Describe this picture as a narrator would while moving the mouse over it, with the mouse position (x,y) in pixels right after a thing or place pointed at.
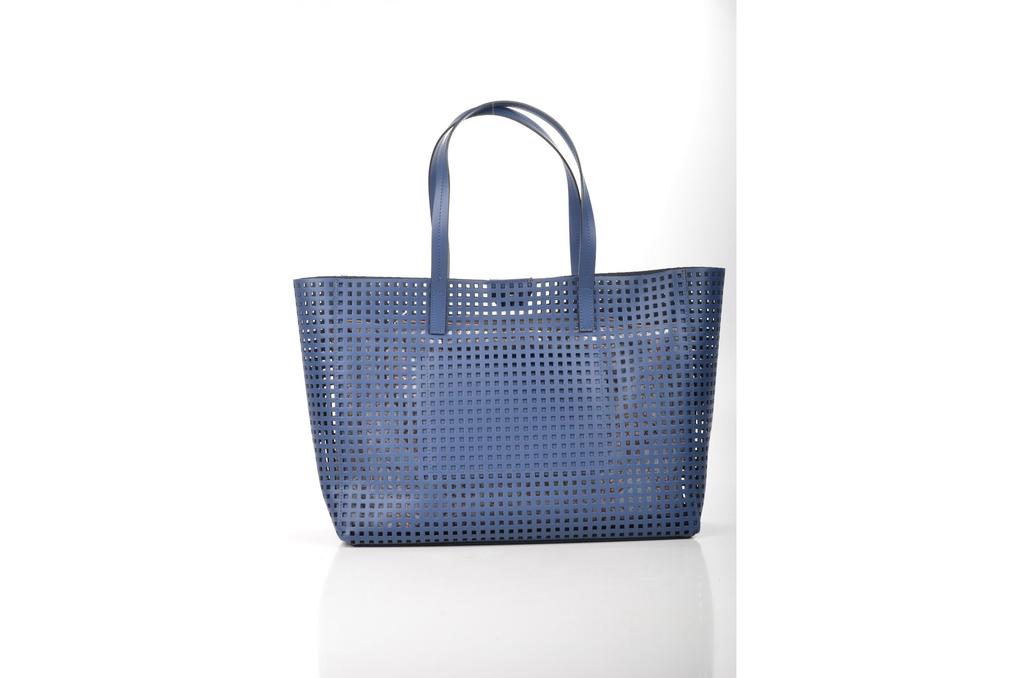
We can able to see a blue color handbag (507,452).
